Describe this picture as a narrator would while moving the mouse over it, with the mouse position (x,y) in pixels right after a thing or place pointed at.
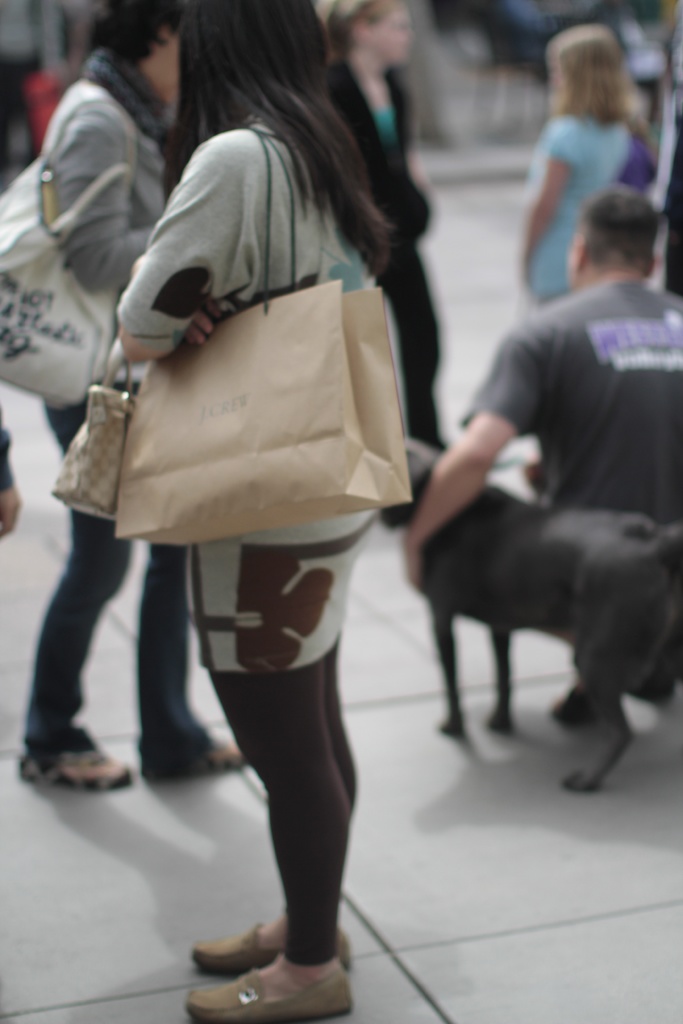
In the picture I can see a person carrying paper bag (339,469) is standing on the road (265,906). The background of the image (670,592) is blurred, where we can see a few more people (672,209) standing and we can see this person (577,381) in the squat position and here we can see a dog (456,561).
